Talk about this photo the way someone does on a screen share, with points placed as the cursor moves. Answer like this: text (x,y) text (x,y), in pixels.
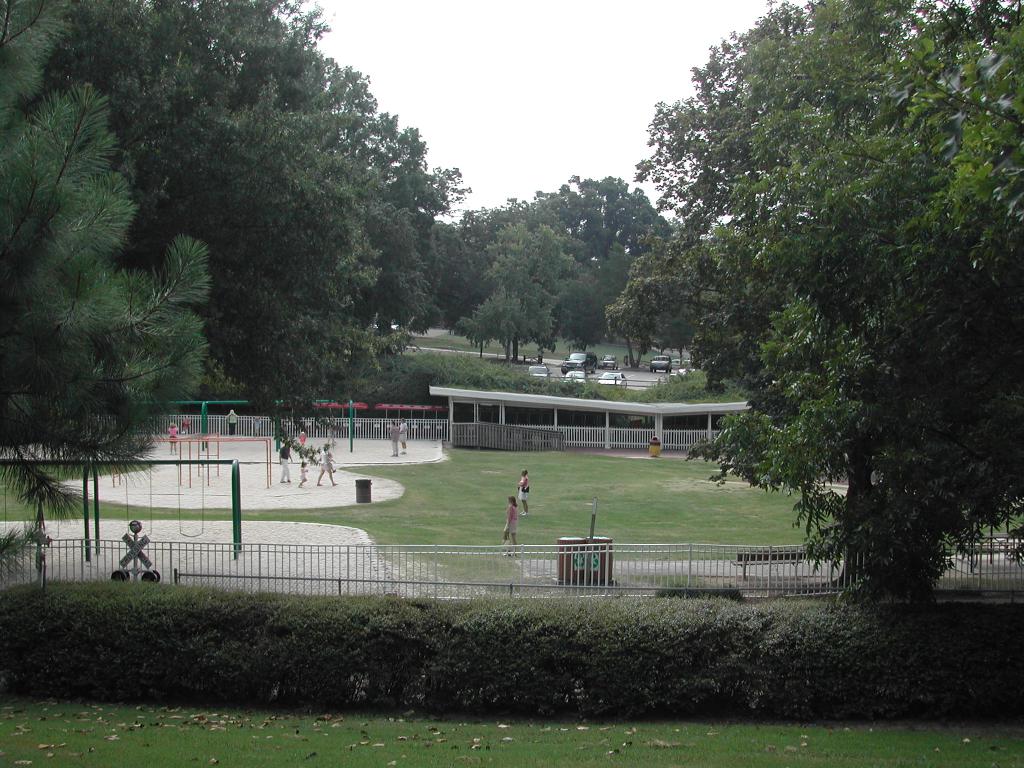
In this image, we can see so many trees (1001,393), railings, grass (501,540) and plants (480,714). In the middle of the image (391,433), we can see few people (403,425), some roads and vehicles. Top of the image (549,172), there is a sky (531,95).
